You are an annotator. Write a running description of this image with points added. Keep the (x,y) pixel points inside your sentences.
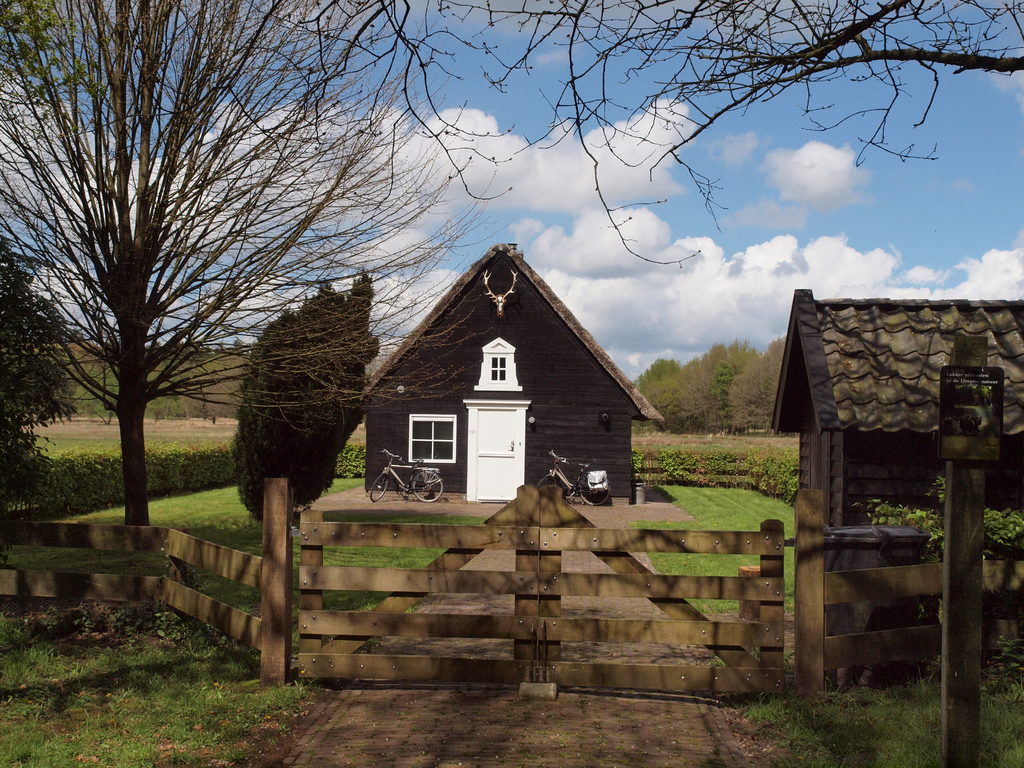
There are two bicycles (436,468) and a house (485,397) in the middle of this image (468,469) and there is another house (876,414) on the right side of this image (862,432). There are some trees (89,408) and plants (779,481) present in the background (106,408). There is a cloudy sky (626,188) at the top of this image (549,170), and there is a fence (511,586) at the bottom of this image (394,578).
